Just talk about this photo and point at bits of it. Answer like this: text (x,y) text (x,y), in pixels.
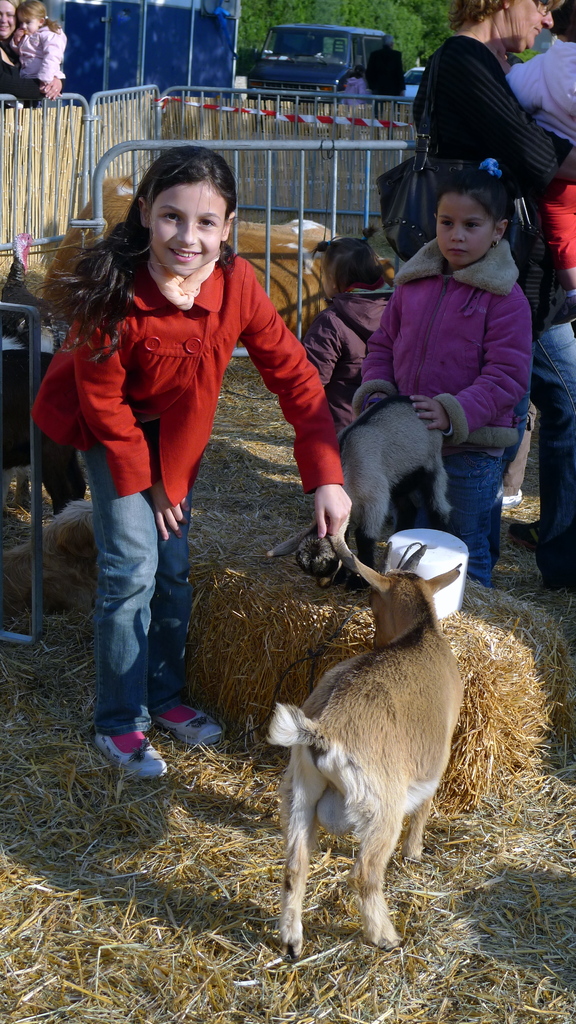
In this image in the front (400,717) there is an animal (383,762) standing. In the center (326,353) there are persons (330,339). On the left side (156,398) there is a girl (174,385) standing and smiling and in the background (293,215) there is a fence (307,154) and there is an animal (291,253) in the center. In the background (30,46) there are persons (449,76), trees (446,16) and there is a car (307,54). On the ground (165,880) there is dry grass (232,858).
